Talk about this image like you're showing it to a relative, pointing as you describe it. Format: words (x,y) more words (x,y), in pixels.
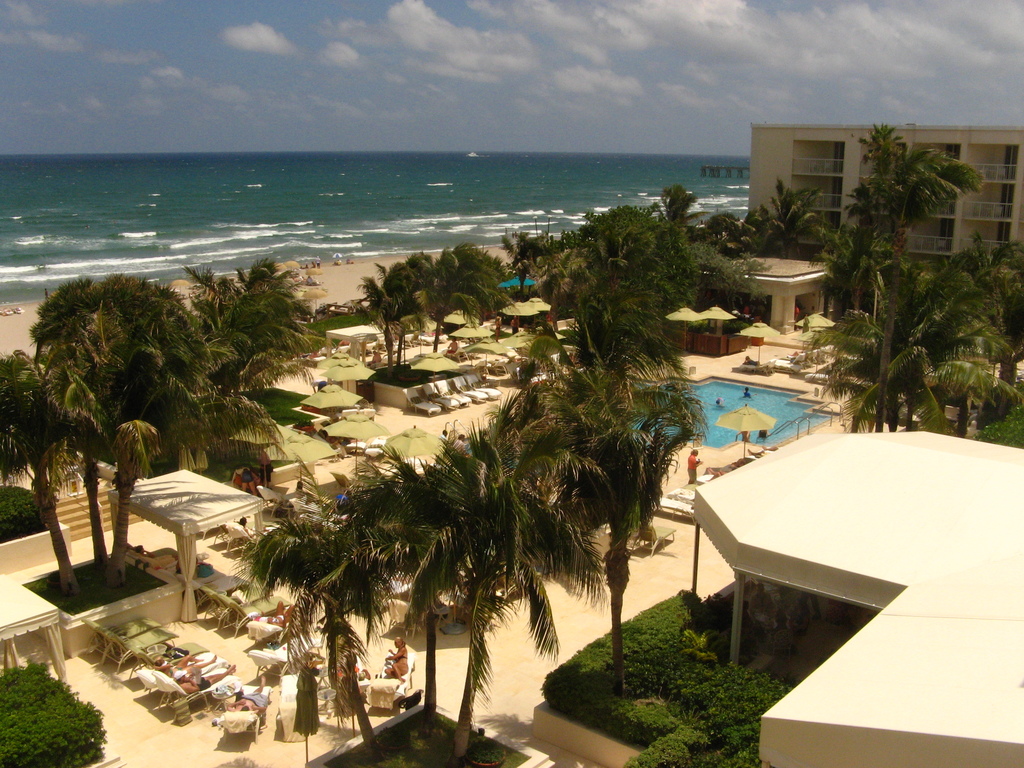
This image is taken at seashore area (518,610). In this image we can see there are few buildings (776,266), trees (684,442), tents (238,501) and benches (211,673). In the middle of the building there is a swimming pool (713,434). In the background (304,221) there is a sea (420,198) and sky (521,81).
